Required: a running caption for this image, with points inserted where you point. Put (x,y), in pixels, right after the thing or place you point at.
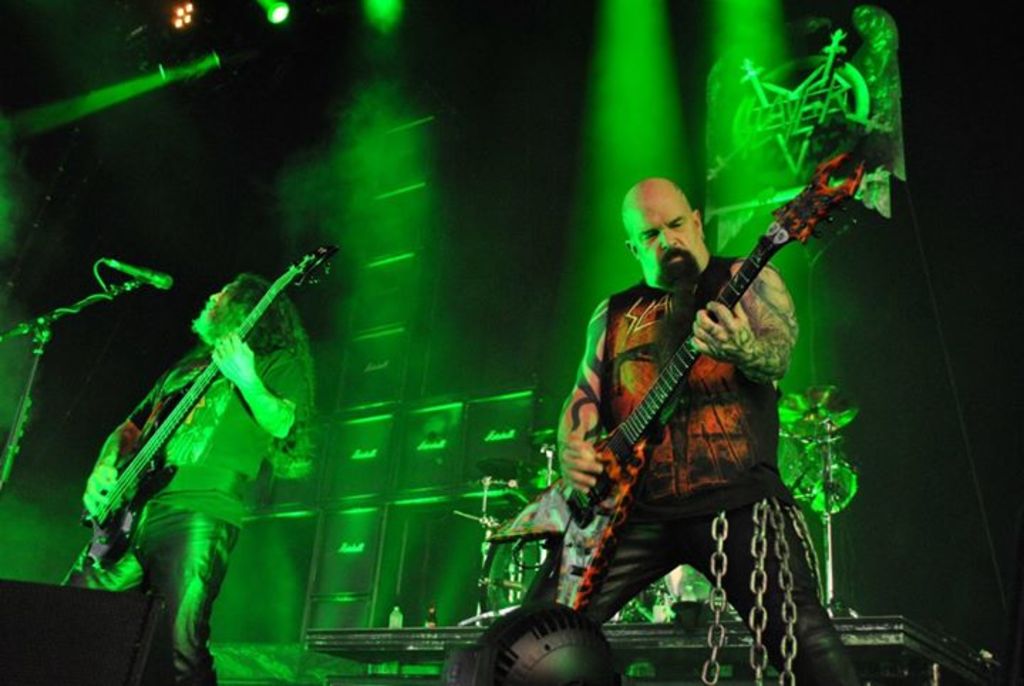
In this image, we can see two people (659,360) playing guitar (561,586) and in the background (491,506), there are some musical instruments (830,493) and we can see a mic stand (118,289) and there are some lights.
